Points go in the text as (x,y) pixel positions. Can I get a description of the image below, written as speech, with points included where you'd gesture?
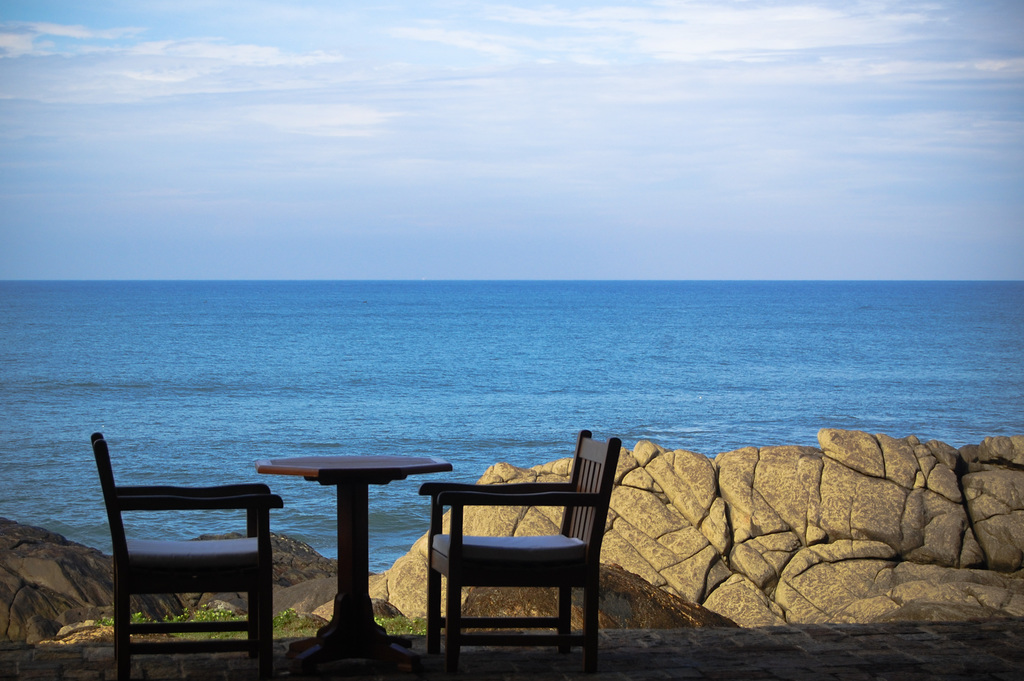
In this image on the left side (156,553) there are two chairs (251,539), and one table (369,611) and in the background (619,615) there are some rocks (46,598) and the beach (389,298). At the top (340,125) there is sky (673,149).
